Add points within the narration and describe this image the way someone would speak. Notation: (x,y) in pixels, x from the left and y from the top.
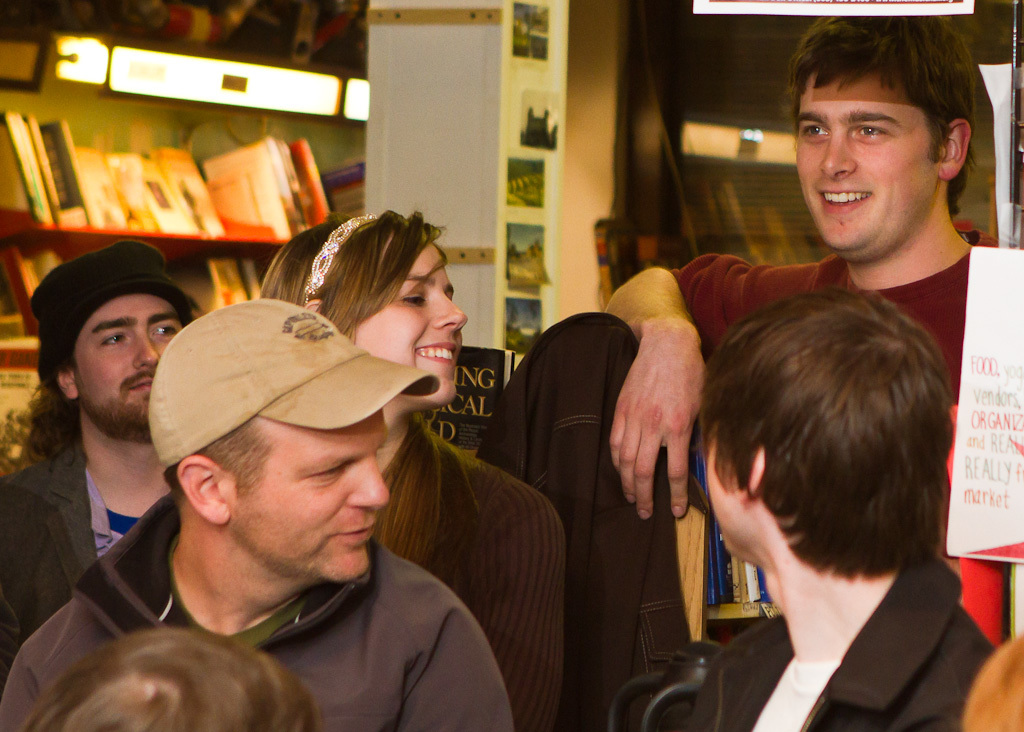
In this image there are people (440,478). Left side (337,628) there is a person (344,642) wearing a cap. Behind him there is a woman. Right side (987,468) there is a board (984,440) visible. There is some text (981,444) on the board (1008,448). Left side (116,199) there are shelves (59,228) having books (163,229). There are lights (199,64) attached to the wall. Middle of the image (472,270) there is a pillar (496,225) having few photos (516,304) attached to it. Background there is a wall (75,135).
